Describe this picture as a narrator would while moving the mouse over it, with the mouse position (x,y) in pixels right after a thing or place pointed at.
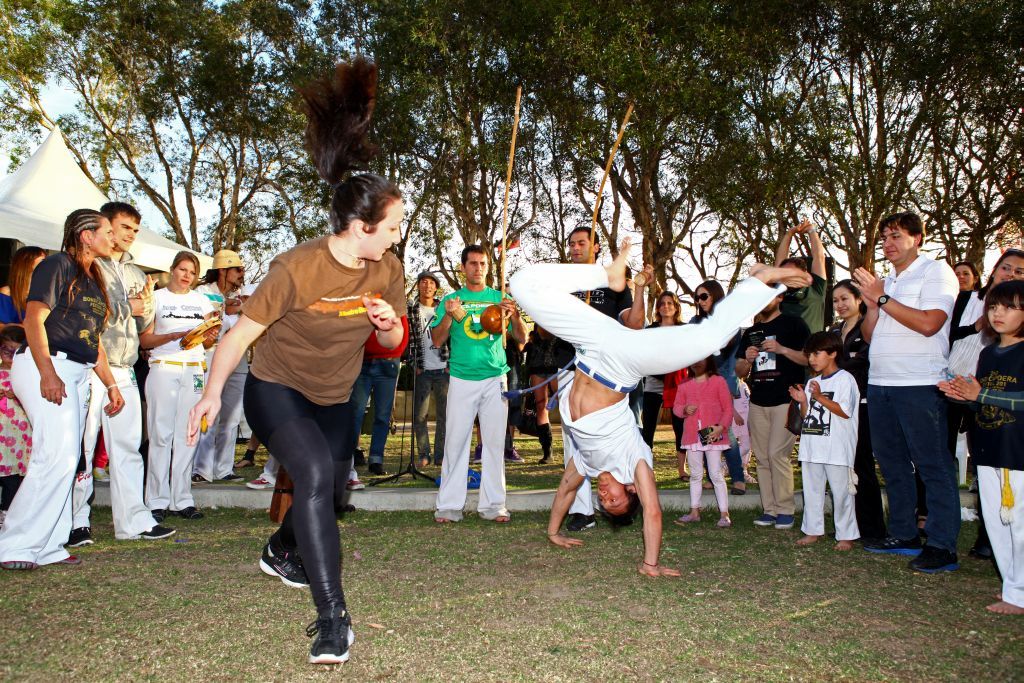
There are group of people (191,309) standing and watching. Here is a person (595,422) standing upside down. This is the woman (325,424) dancing. This looks like a canopy tent (49,187), which is white in color. These are the trees (676,51). This is the grass (513,609).
